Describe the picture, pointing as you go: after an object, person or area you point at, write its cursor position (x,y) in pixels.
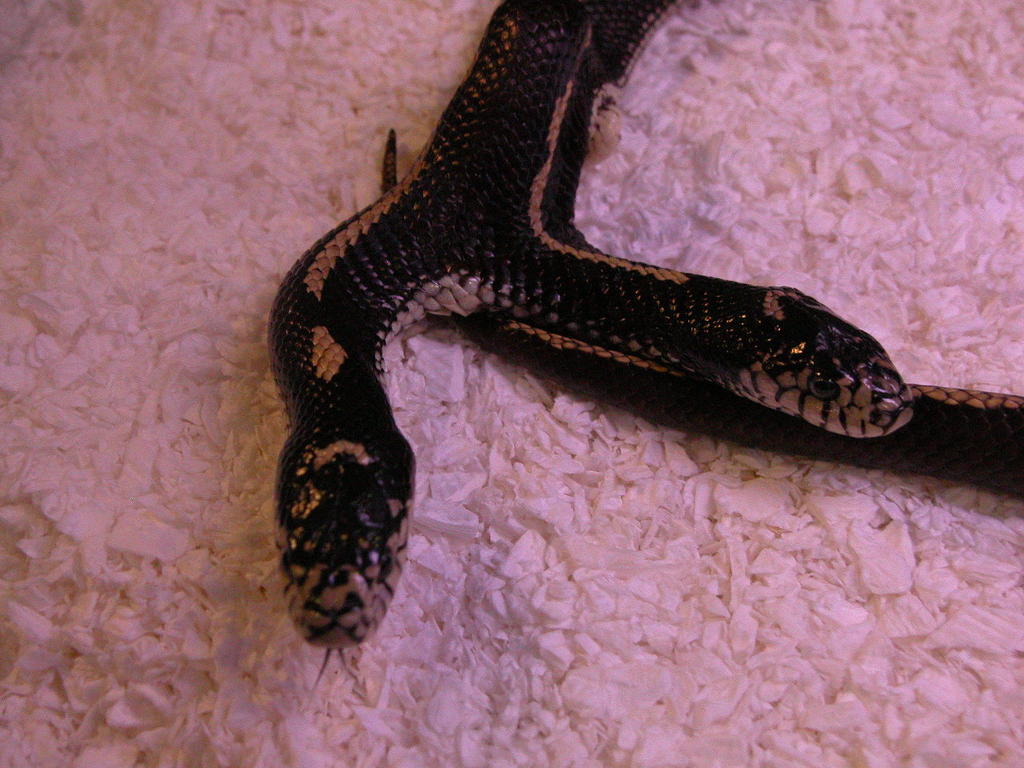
In this picture I can observe a snake (493,214) with two heads (400,490). This snake (356,332) is in black color. This snake (503,234) is on the pink color surface (373,192).
